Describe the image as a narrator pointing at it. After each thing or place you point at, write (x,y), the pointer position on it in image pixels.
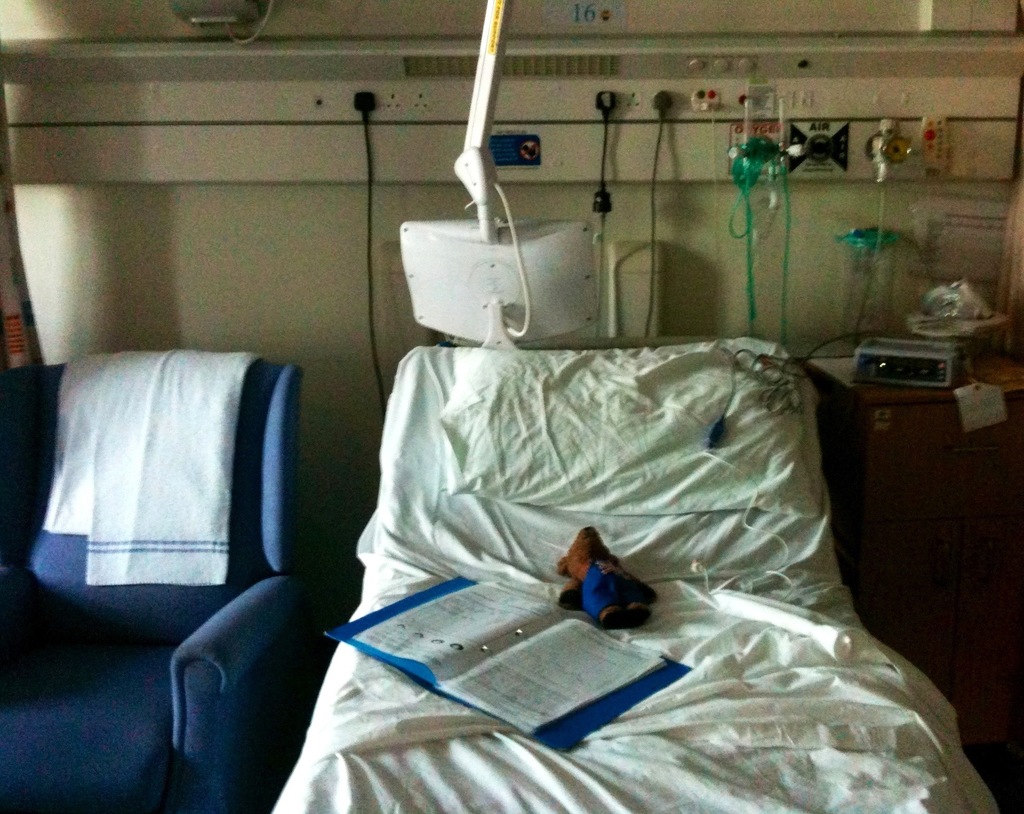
In this picture we can see a bed (752,772), chair (130,689) and some objects (453,691).
